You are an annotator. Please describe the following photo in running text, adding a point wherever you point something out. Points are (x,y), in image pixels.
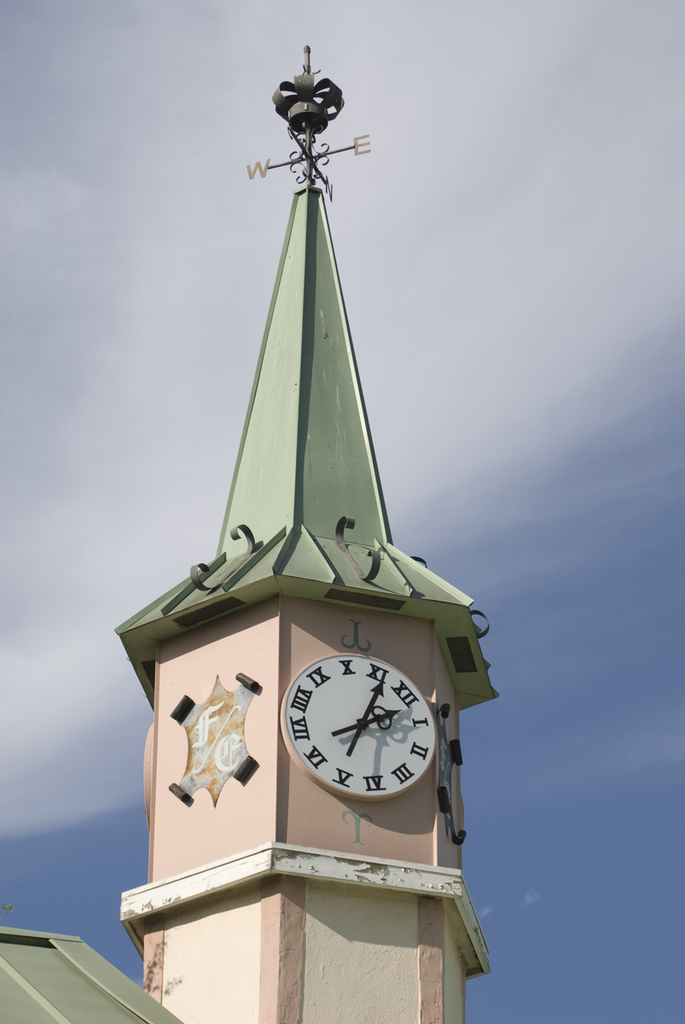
In this image, we can see a clock tower direction pole (314,580). At the bottom (91,985), we can see a roof (41,964), some plant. Background (559,142) there is a sky (486,398) with clouds (486,261).
